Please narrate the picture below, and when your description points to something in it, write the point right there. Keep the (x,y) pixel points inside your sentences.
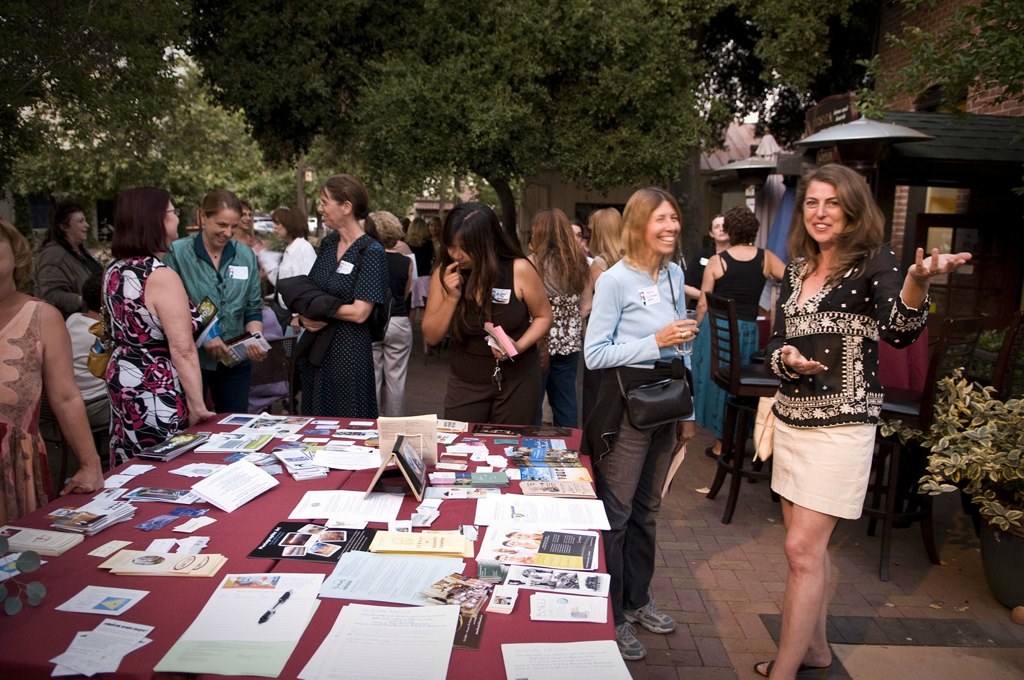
This picture shows few people (512,307) standing and we see a woman (627,308) holding a glass (689,352) in her hand (671,336) and a bag (668,397) on the shoulder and papers (675,463) in her hand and we see few papers (416,538) and books (536,482) on the table (29,661) and we see trees (759,82) and few buildings (892,158).
